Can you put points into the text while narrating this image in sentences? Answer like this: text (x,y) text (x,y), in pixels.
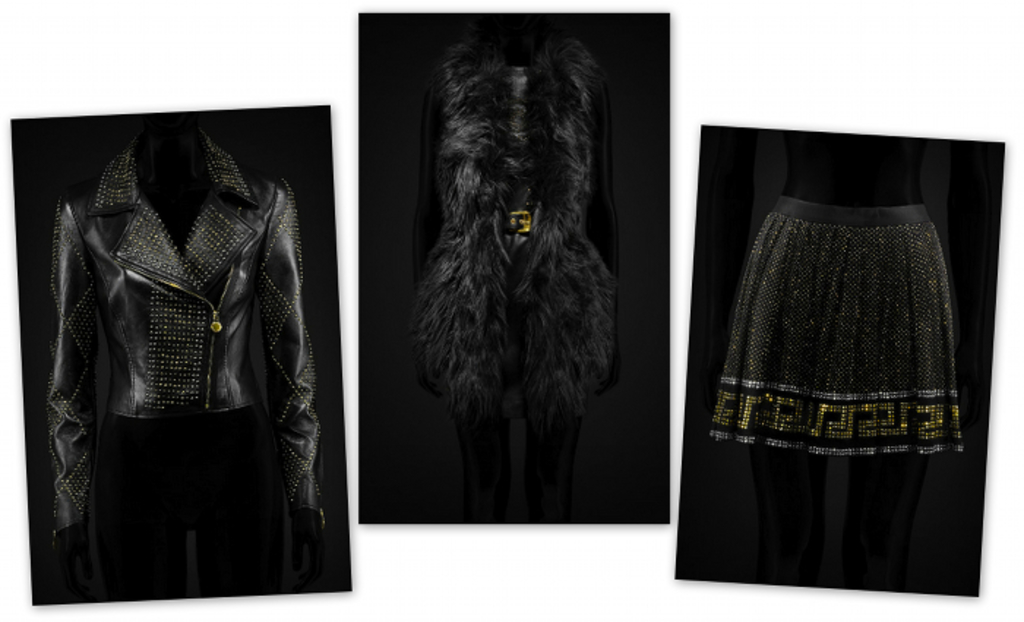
In this image there are three mannequins (195,493), there are dress (167,379) on the mannequin (437,246), the background of the image (26,37) is white in color.
